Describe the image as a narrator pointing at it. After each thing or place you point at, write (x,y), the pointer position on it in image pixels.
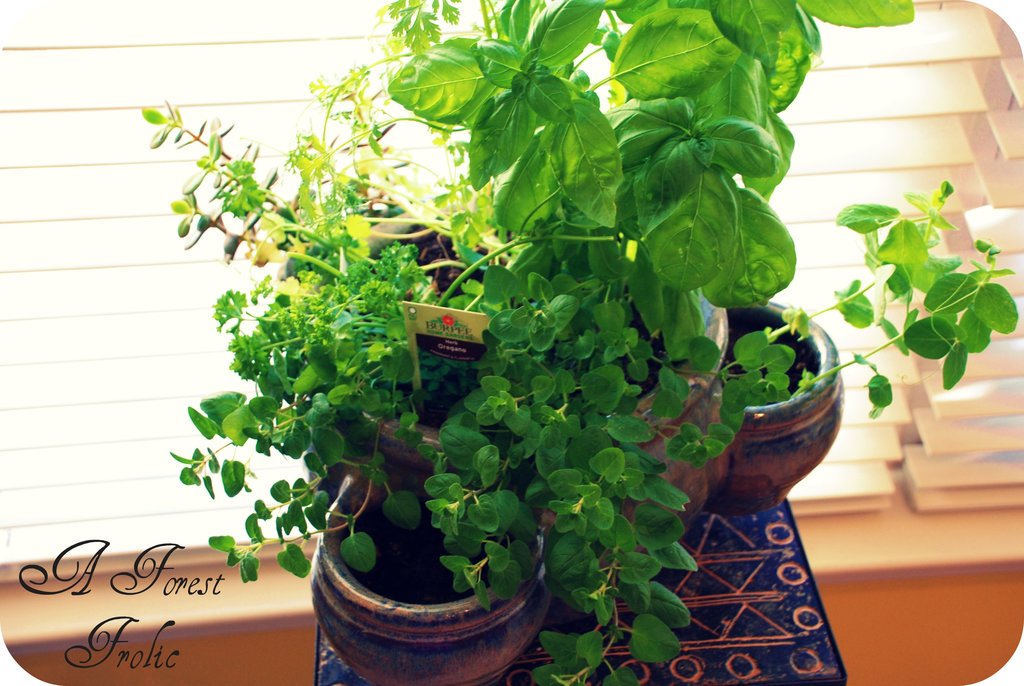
In this image there are few plant pots (394,424) on the table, behind them there is a window (125,345). At the bottom left side of the image (125,633) there is some text (168,630).
